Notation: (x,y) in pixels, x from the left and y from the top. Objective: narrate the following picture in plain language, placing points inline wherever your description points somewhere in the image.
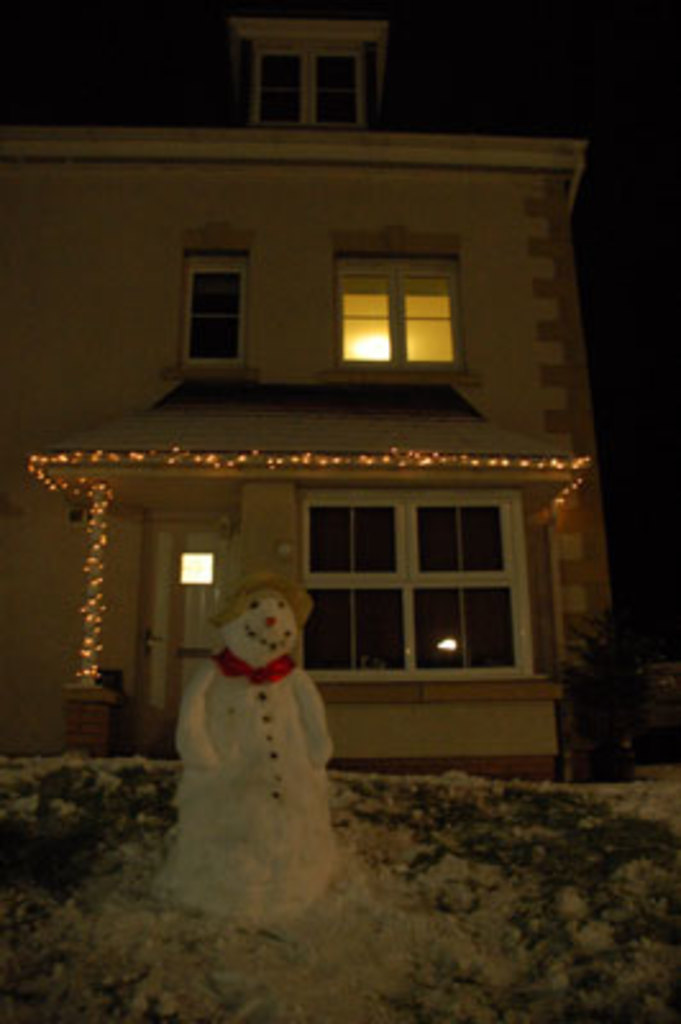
At the bottom of the image (264,876) on the ground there is a snowman (277,727). Behind the snow man (202,695) there is a building (455,381) with walls (389,204), windows (368,295), doors (204,605) and lights (97,635). And there is a dark background (404,31).
